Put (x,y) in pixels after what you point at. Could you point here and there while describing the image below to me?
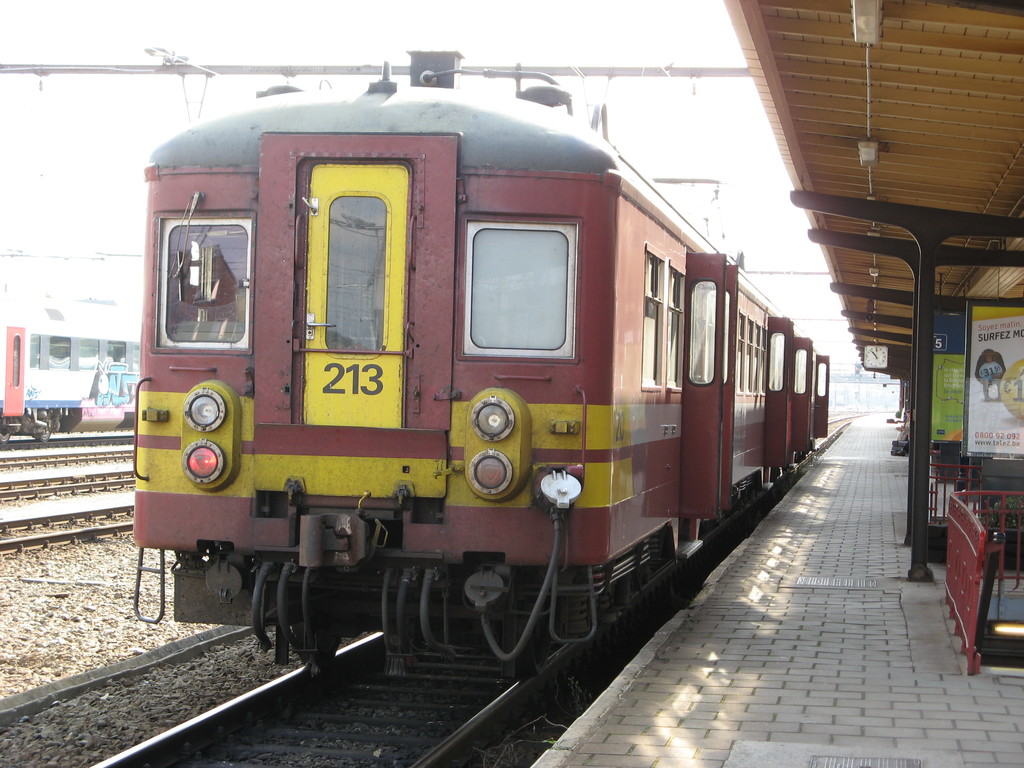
In this image there are trains (198,466) on the rail track (312,680). On the platform (838,699) there is a clock (875,348) attached to the roof (962,131). There are few banners (962,392) at the right side of image (955,398). Top of image (149,29) there is sky (195,26).
